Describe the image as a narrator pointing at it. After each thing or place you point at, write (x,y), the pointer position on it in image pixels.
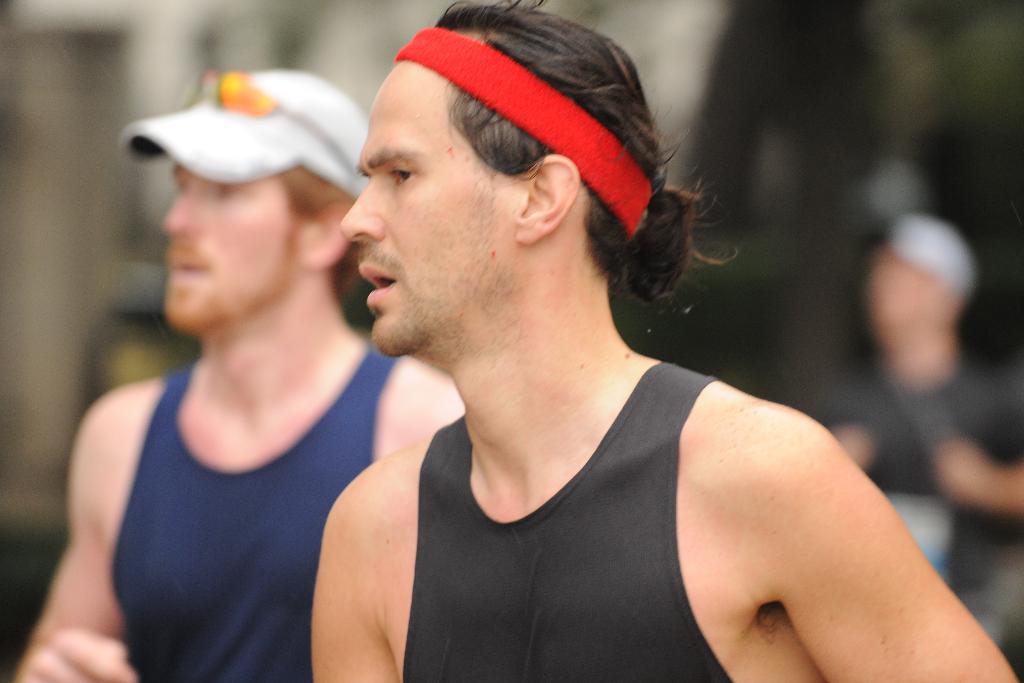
In this image we can see people (380,302). The man (187,447) standing on the left (202,451) is wearing a cap (217,135).
